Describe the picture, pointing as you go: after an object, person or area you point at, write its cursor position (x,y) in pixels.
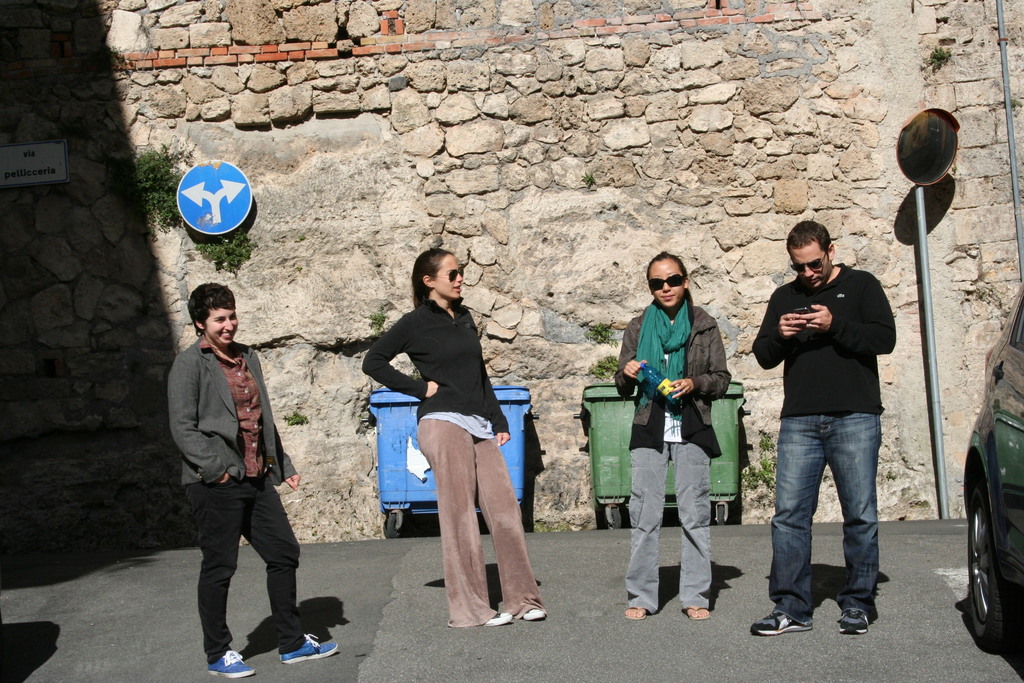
In this image at front (795,451) there are four persons (295,644) standing on the road (415,647). Behind them there are two dustbins (596,443). At the back side (488,242) there is a wall (263,137) with the sign board (228,214) on it. At the right side of the image (983,613) there is a car (1004,430). Behind the car (968,454) there is some object (933,182).
